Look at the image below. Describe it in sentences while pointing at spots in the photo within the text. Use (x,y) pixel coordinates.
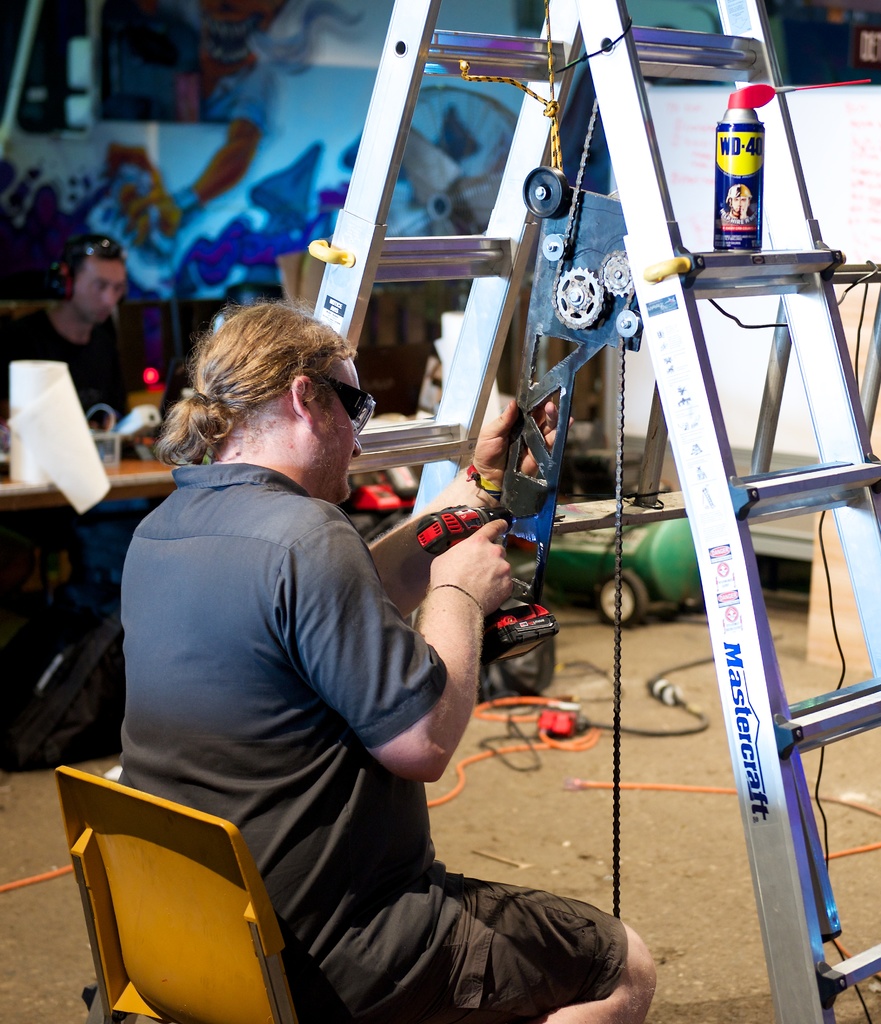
In this picture we can see man (273,712) sitting on chair (224,855) holding driller (452,524) in his hand (485,534) and in front of him we can see ladder (664,351) with bottle (727,152) on it and beside to him we can see other person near table (164,489) and here we can see wires (544,733) on floor (532,795).
